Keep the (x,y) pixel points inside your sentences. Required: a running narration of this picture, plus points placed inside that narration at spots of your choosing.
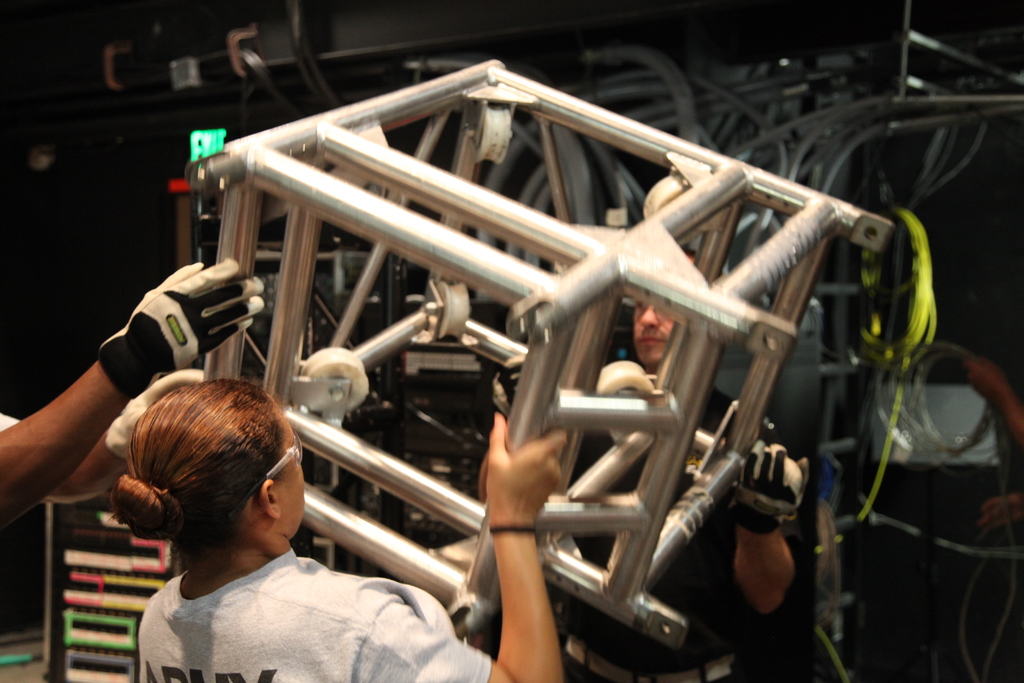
In the image there is a man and woman (338,629) holding a metal frame (711,181), on the left side (29,444) there is a person (76,403) standing and behind them there are all wires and machineries (78,682).
